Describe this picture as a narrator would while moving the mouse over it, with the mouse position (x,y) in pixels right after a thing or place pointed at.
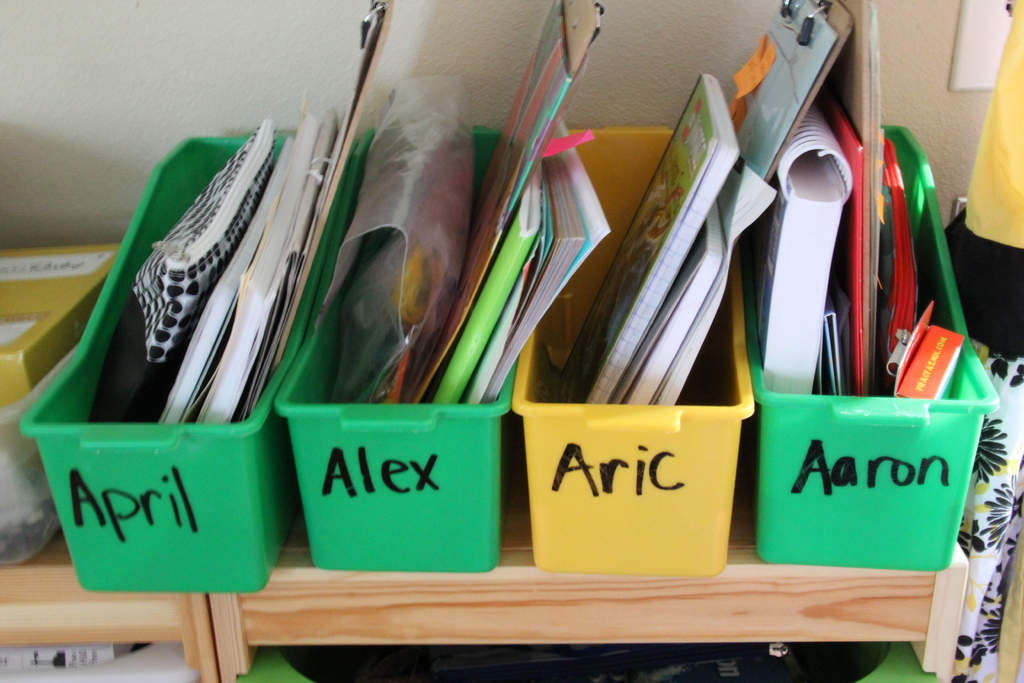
In this image I can see there is a table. On the table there are boxes (81,548) and there are books (578,173) and pads (316,197) in it. And at the side there is a cover (1002,95) and a few objects (1006,77). And at the back (212,117) there is a wall (316,67).
